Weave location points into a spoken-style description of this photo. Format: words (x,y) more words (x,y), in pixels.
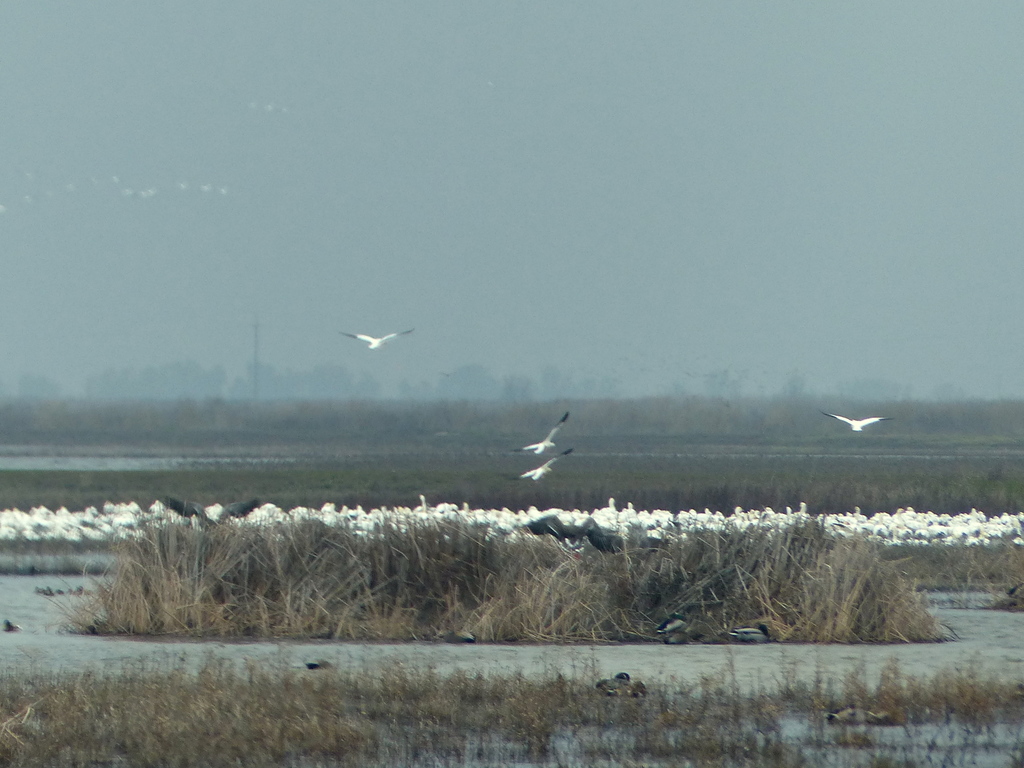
There are white colored birds (23,531), in the middle of an image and this is water (442,663), there are trees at here. At the top (537,141) it is the sky (545,144).
